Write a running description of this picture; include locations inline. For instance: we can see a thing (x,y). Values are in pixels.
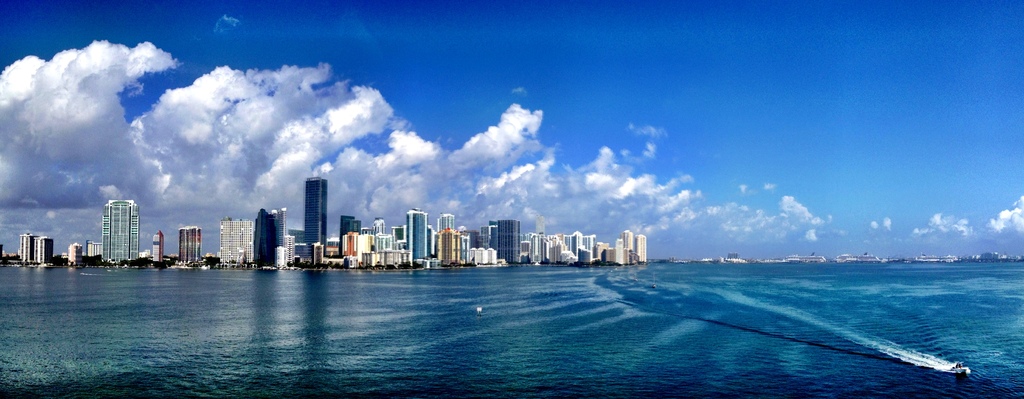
In the background of the image (386,216) there are buildings (571,237), sky (716,238), clouds (642,175). In the foreground of the image (644,306) there is water (602,306). There is a ship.
